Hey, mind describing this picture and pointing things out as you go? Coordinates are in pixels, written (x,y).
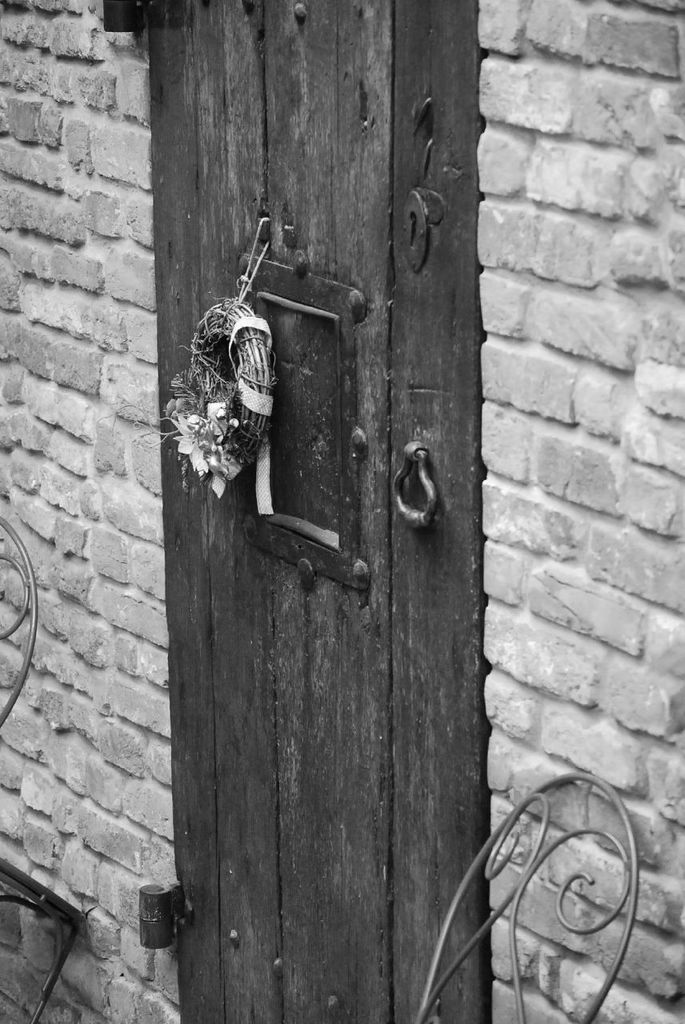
In this picture we can see a door (391,467) to the brick wall (669,558), something is hanged to the door (280,257).
